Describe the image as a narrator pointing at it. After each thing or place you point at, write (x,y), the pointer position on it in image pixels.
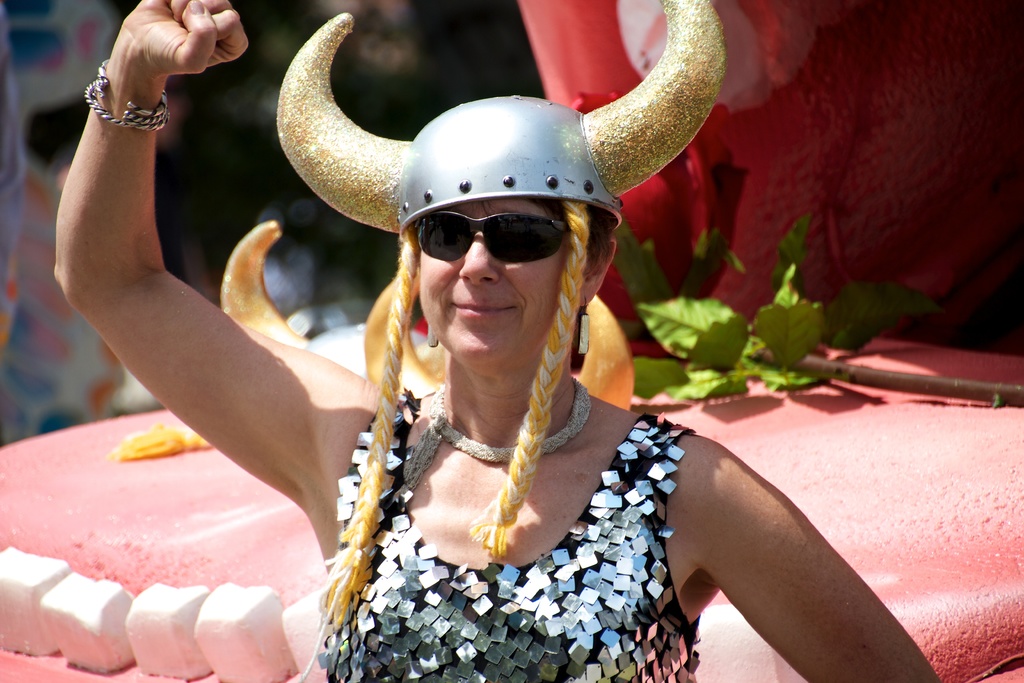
In this image we can see a person (623,488) wearing sunglasses (461,244) and a hat (567,169) and in the background (238,576), we can see an object (874,508) with leaves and some other things (324,343). We can see the image in the top left (199,163) is blurred.
